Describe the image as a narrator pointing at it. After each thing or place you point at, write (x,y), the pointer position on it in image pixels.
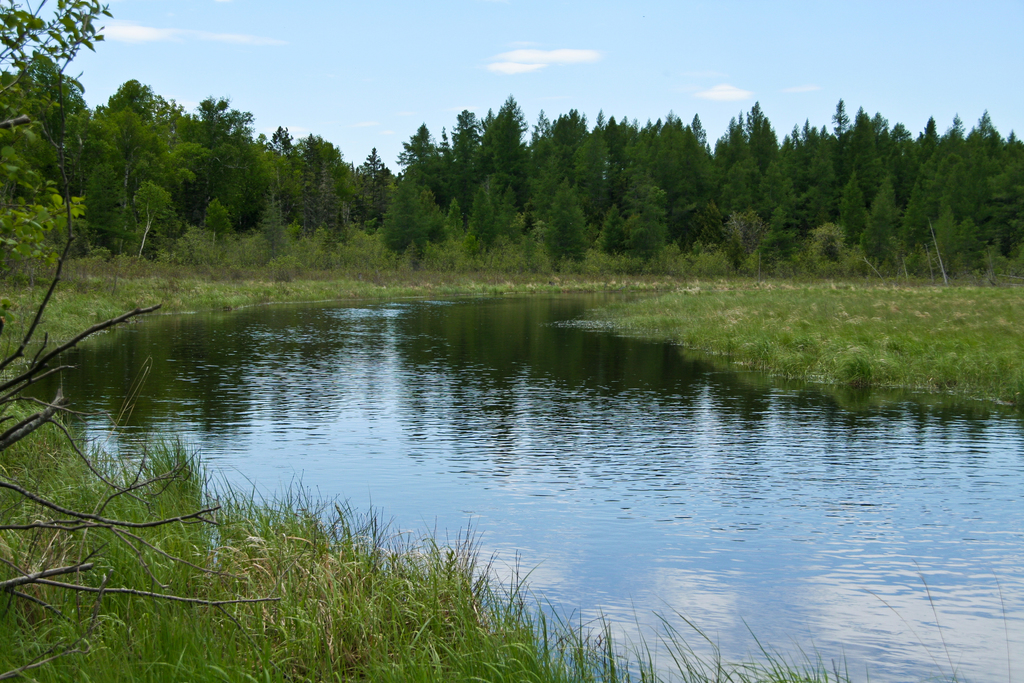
This looks like a lake (505,376) with the water (570,481) flowing. This is the grass (180,609). These are the trees (669,180) and small plants (685,258).
